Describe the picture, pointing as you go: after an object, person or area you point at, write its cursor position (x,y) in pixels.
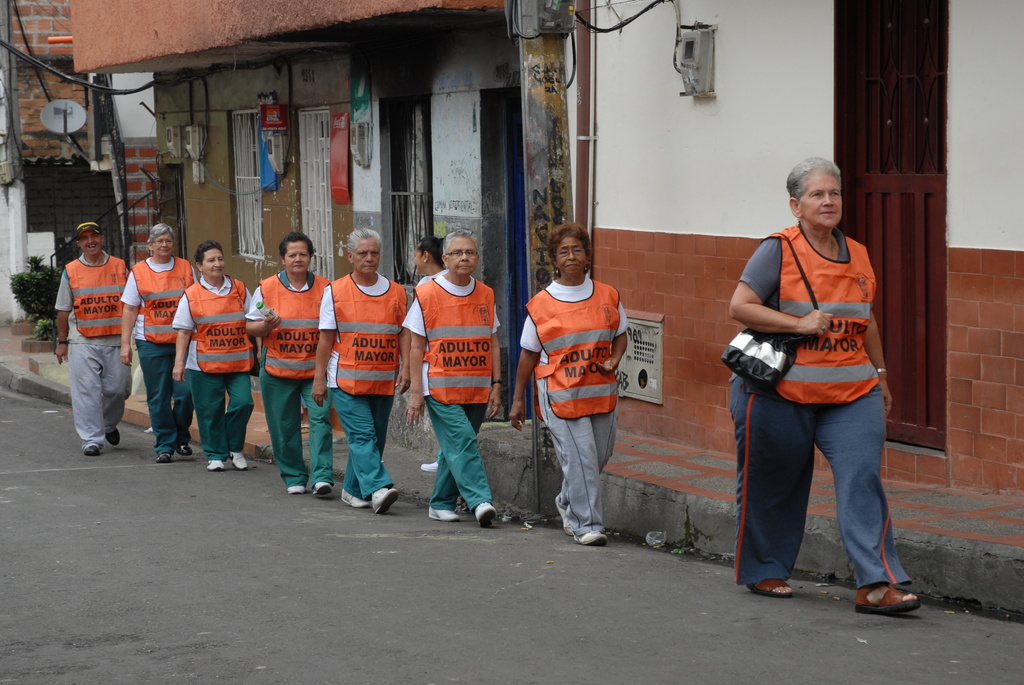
In this image there are people (402,376) walking in a line on the road (407,550). The people (836,261) wearing some orange color coat (838,329). There is a building (516,360) on the background (510,349).
